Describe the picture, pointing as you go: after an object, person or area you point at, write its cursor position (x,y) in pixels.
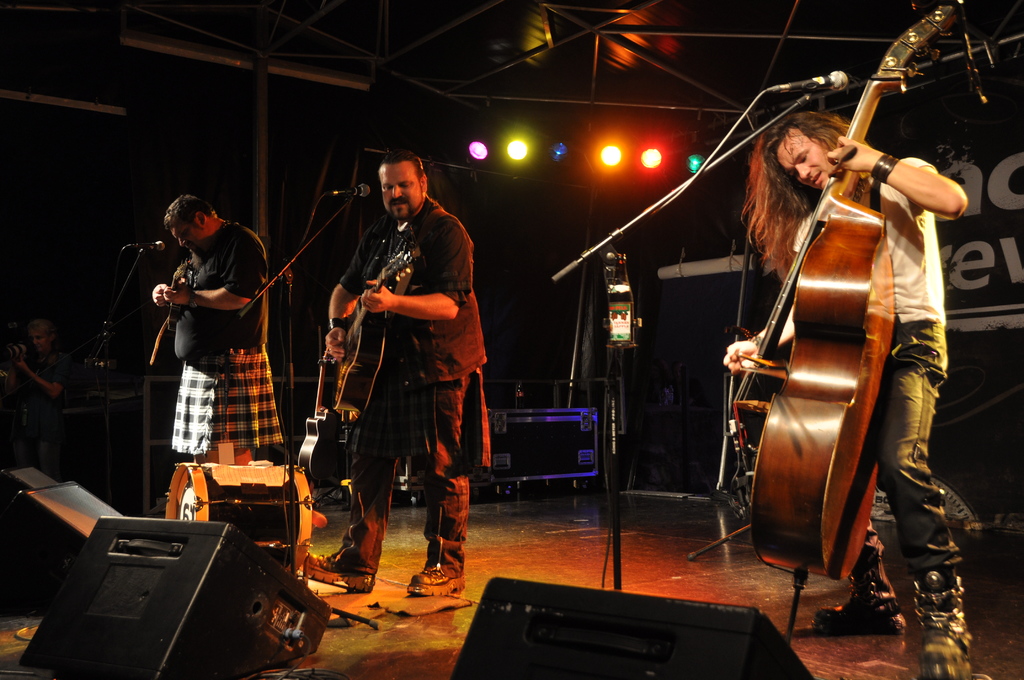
In this image, there are three persons (739,342) wearing clothes (211,271) and standing in front of mics (144,250). The person (775,157) who is on the right side of picture (917,213) playing a musical instrument (842,254). There is a person (452,267) in the center of this image (452,285) playing a guitar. There are three speaker (281,649) at the bottom of this picture (123,583). There are some lights (480,144) at the top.
